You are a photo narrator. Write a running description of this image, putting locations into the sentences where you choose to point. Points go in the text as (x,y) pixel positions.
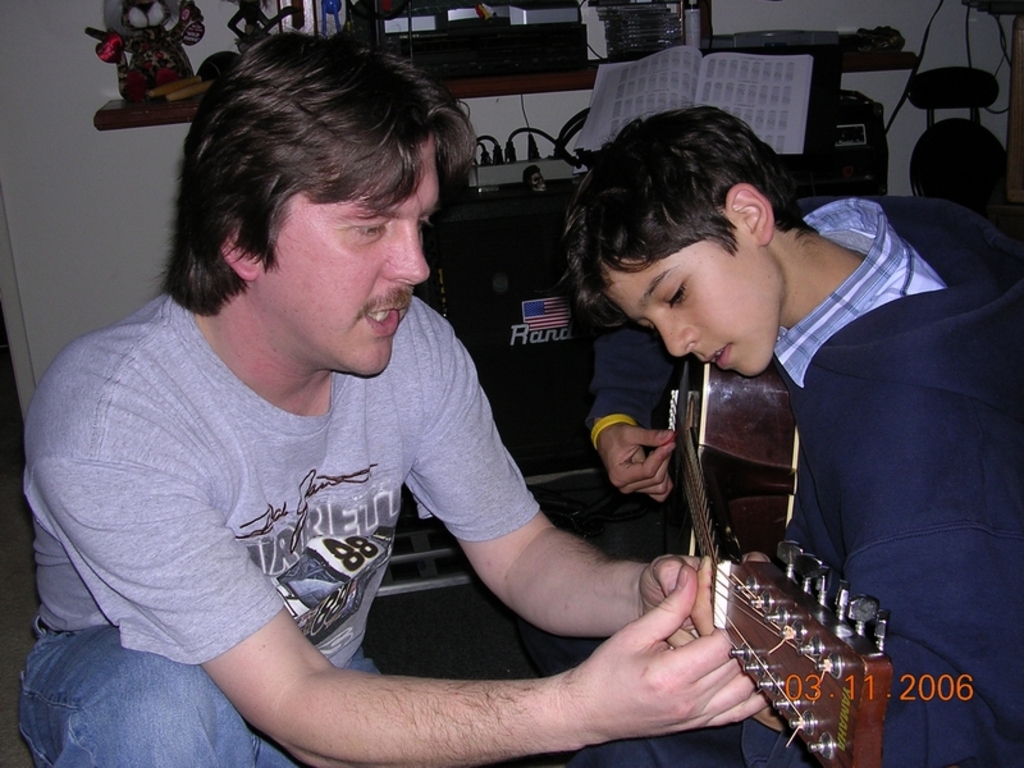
In this image we can see two persons (811,436), one of them is playing guitar (722,470), there is an electronic object (560,381), there is a book (806,62) on the stand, also we can see the wall (126,205), and some objects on the wooden surface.
